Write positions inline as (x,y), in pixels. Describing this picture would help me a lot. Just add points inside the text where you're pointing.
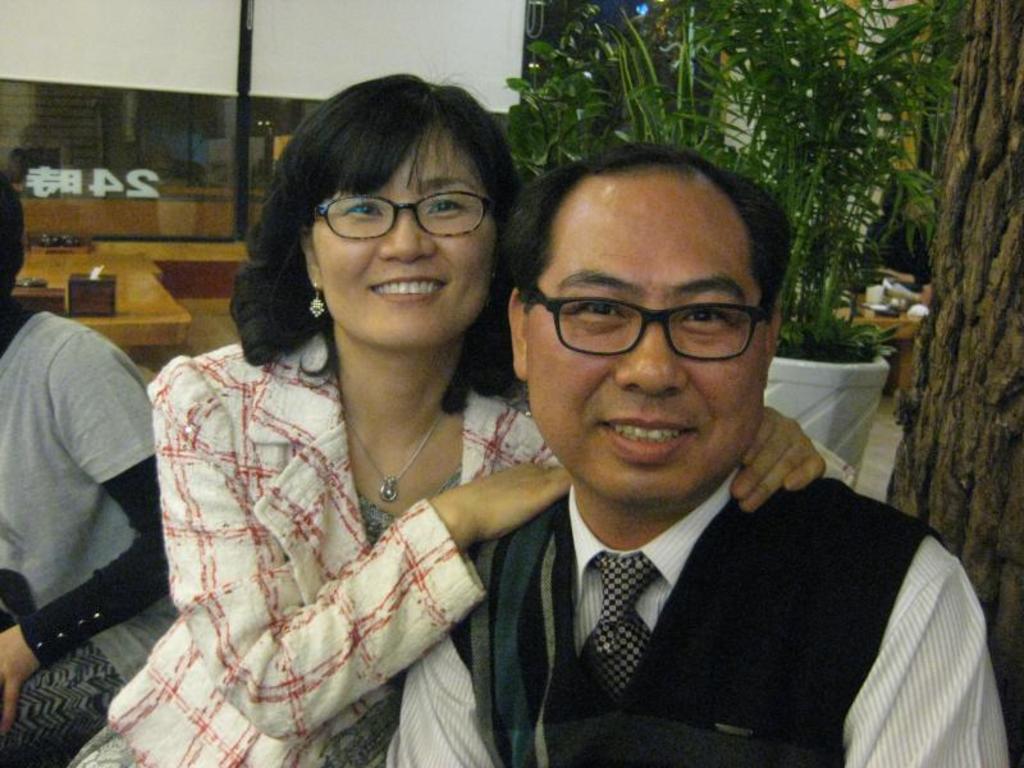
In this picture there are two persons (353,459) sitting and smiling. On the left side of the image (28,710) there is a person (69,466) sitting. At the back (982,397) there are objects (55,247) on the table (120,302) and there is a glass (266,167) and there is a plant (806,142) and tree (953,529) and there is a person (919,231) sitting behind the plant (878,346) and there are objects (903,303) on the table (893,320). At the bottom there is a floor (872,460).
